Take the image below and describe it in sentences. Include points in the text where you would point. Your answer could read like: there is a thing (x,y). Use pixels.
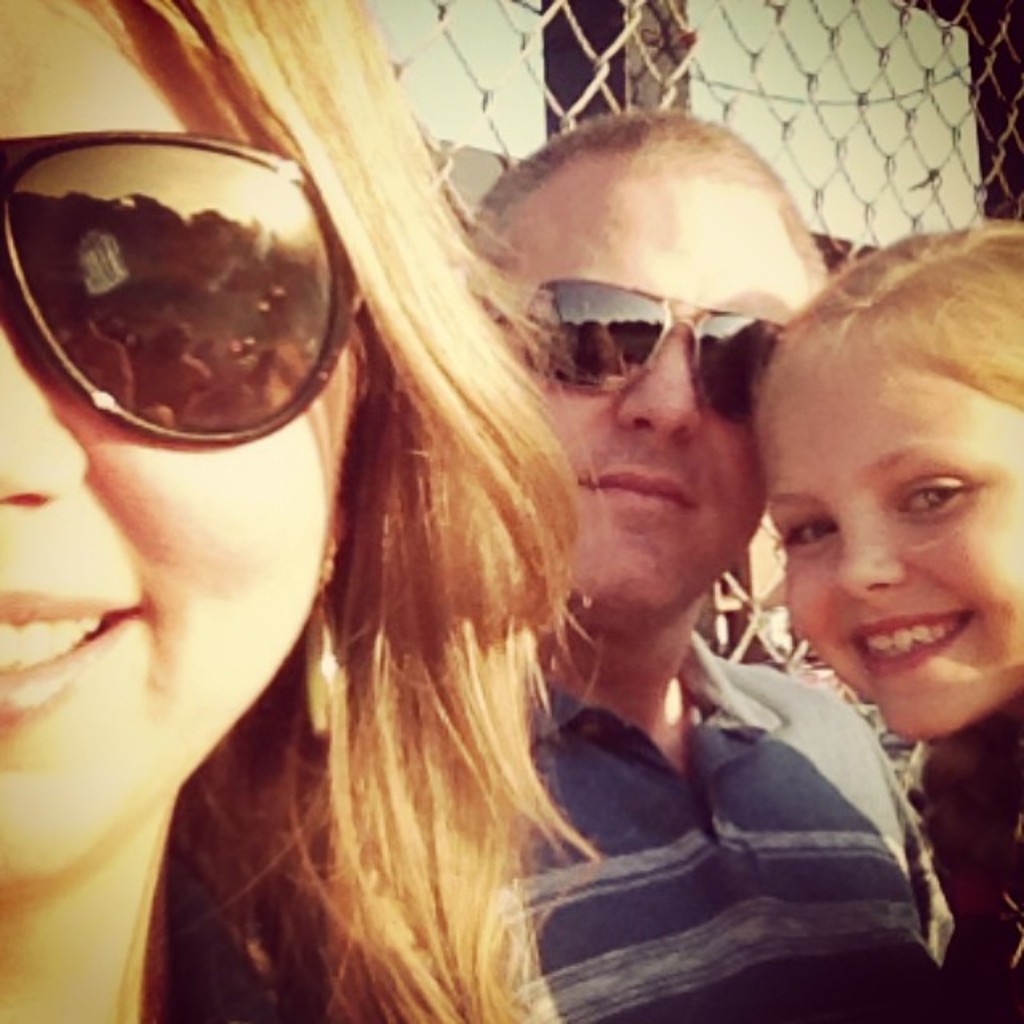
In this image we can see some persons (479,717). In the background of the image (626,33) there is a fence (487,175), iron object (607,36) and other objects (957,113).
